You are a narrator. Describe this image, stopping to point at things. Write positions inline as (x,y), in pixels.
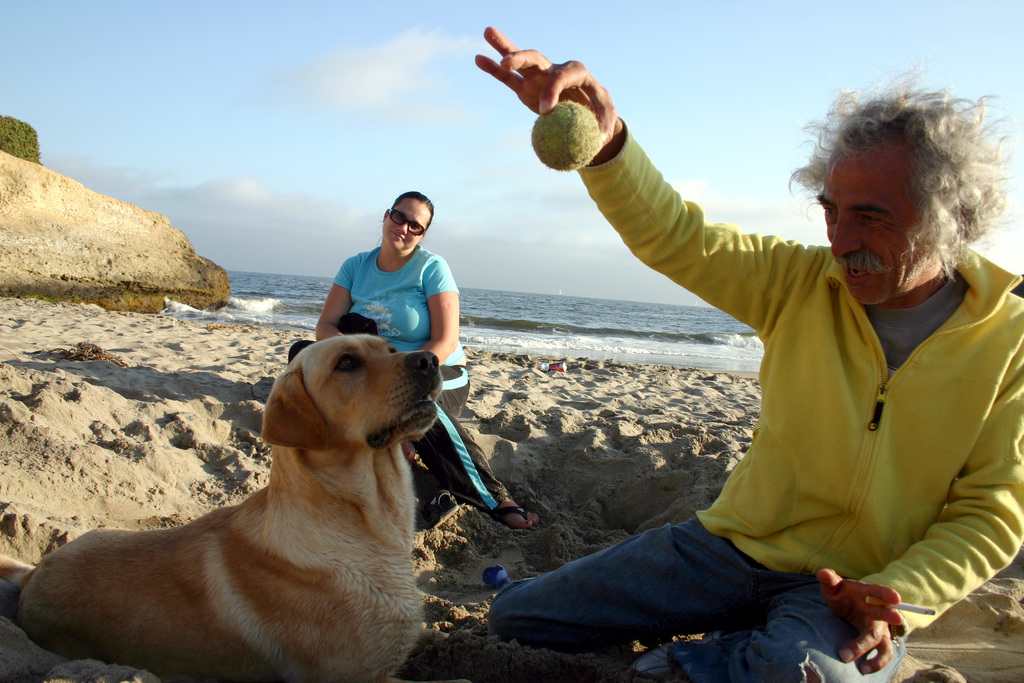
At the bottom of the image (260,553) on the sand (223,391) there is a dog (351,608) sitting. On the right side of the image (889,351) there is a man (831,453) sitting and holding a ball (541,141) in the hand (533,103). Behind the dog (280,418) there is a lady (419,299) with spectacles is sitting on the sand (500,464). Behind them there is water (251,292). And on the left side of the image (72,259) there is a hill (36,215). At the top of the image (376,125) there is sky (506,152).
